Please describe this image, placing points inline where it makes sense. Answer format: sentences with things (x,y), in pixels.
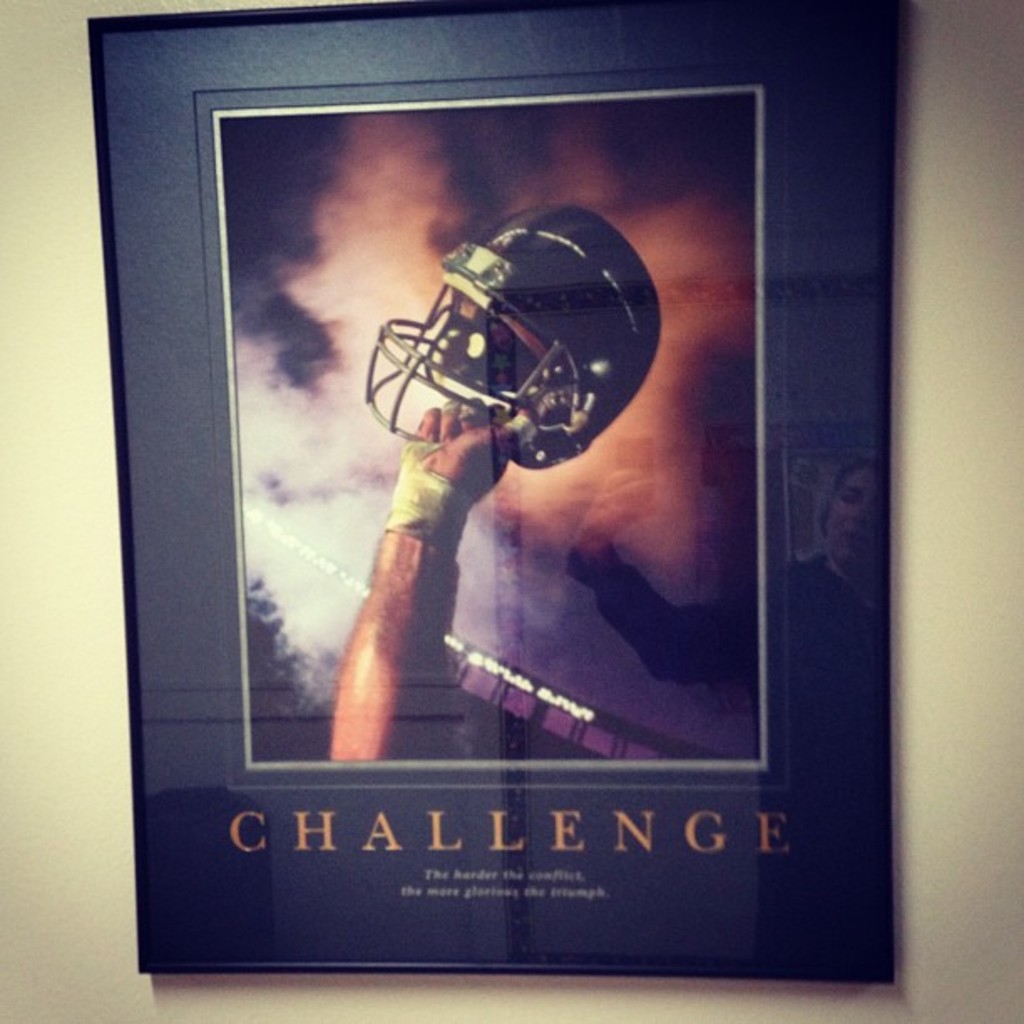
In the foreground of this image (220,707), there is a poster (810,298) on the wall (939,763). In the poster (621,308), there is a person's hand (412,554) holding a helmet (563,418) and text (569,846) on the bottom (637,830).
